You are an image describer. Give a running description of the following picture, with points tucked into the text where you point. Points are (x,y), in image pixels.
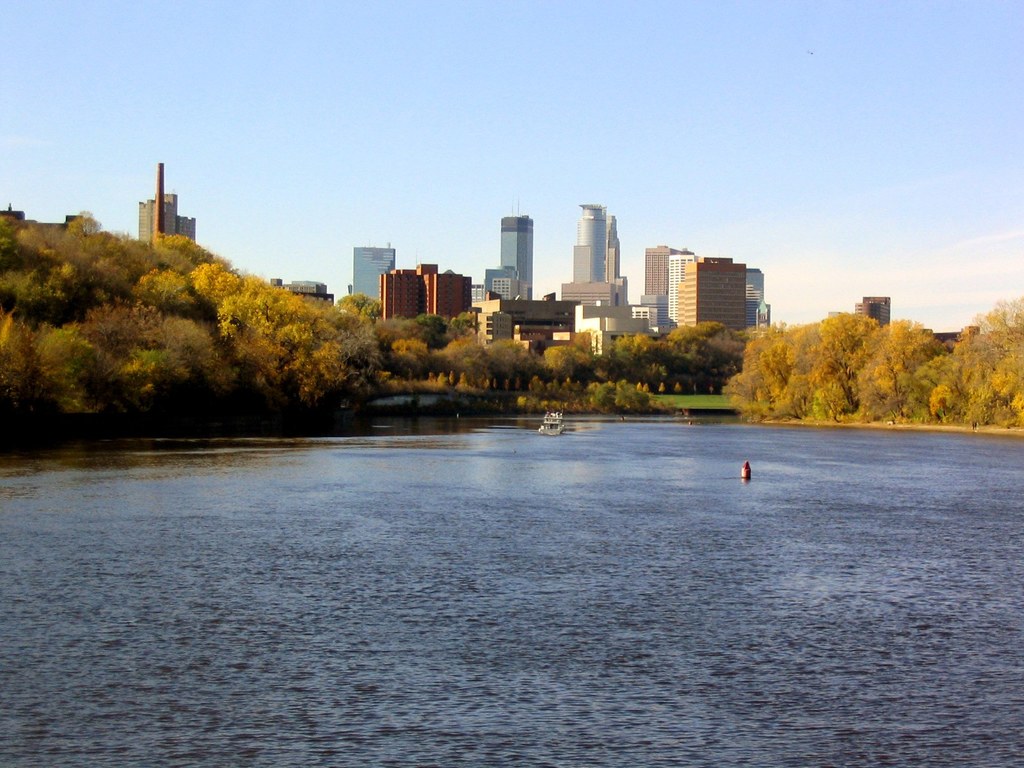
In this image I can see a water (477,462) and trees (612,340). Back Side I can see few buildings (507,281). In front (745,478) I can see some object (749,466) is inside the water (730,468). The sky (797,190) is in blue and white color.
